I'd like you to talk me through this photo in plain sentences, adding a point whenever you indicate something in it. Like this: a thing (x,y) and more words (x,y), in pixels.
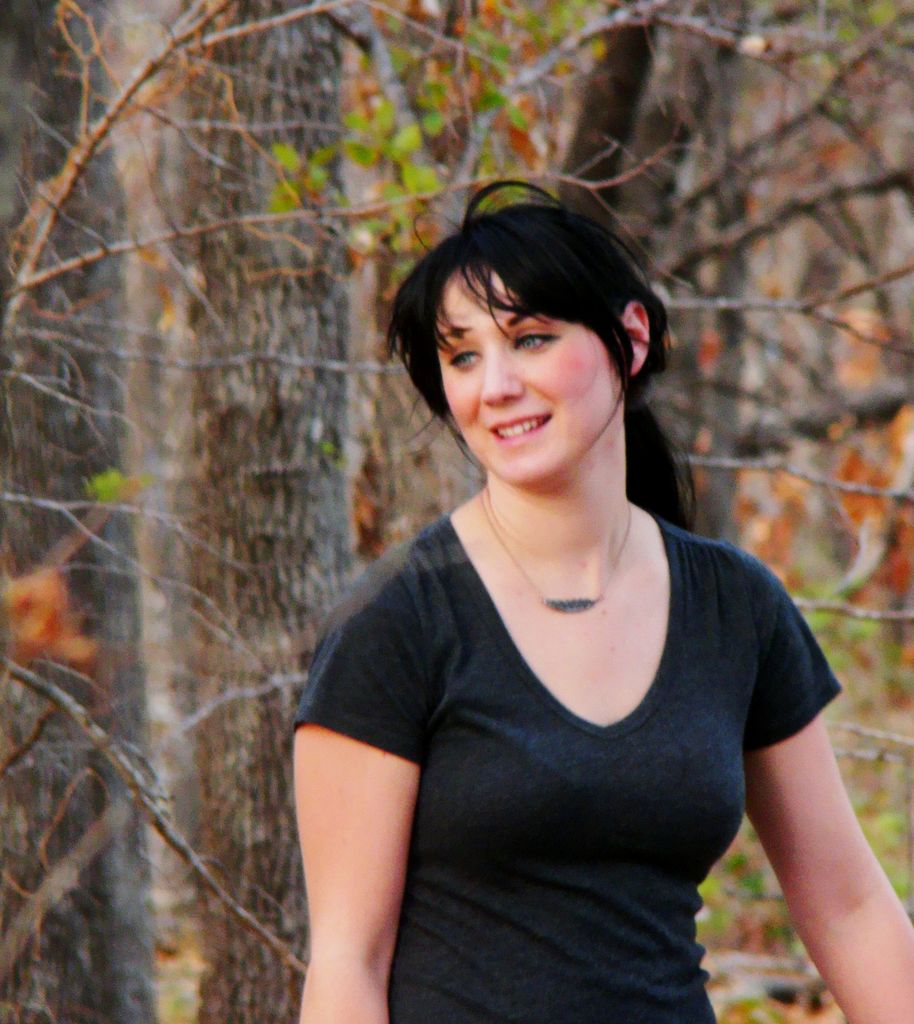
In the front of the image (301,830) I can see a woman (603,538) is smiling. In the background of the image (802,386) it is blurry. There are branches (785,442) and leaves (424,187).
